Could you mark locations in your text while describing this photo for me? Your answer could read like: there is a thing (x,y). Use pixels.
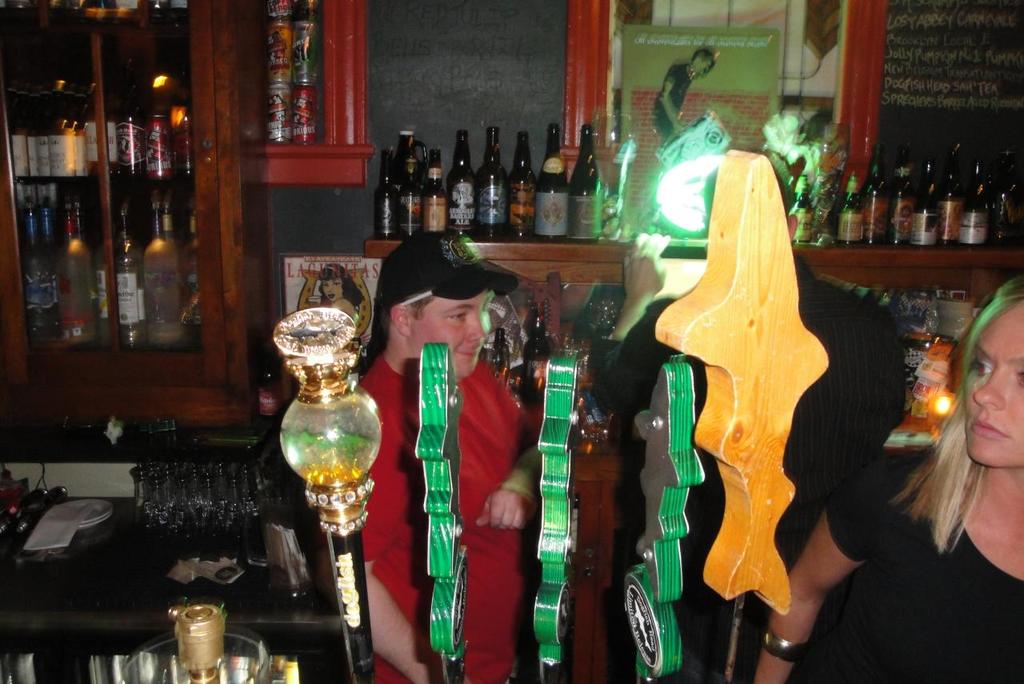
In this image I see a man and a woman (822,665) and In the background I see number of bottles (37,95) on the rack (1021,252) and in a cupboard (11,50).
